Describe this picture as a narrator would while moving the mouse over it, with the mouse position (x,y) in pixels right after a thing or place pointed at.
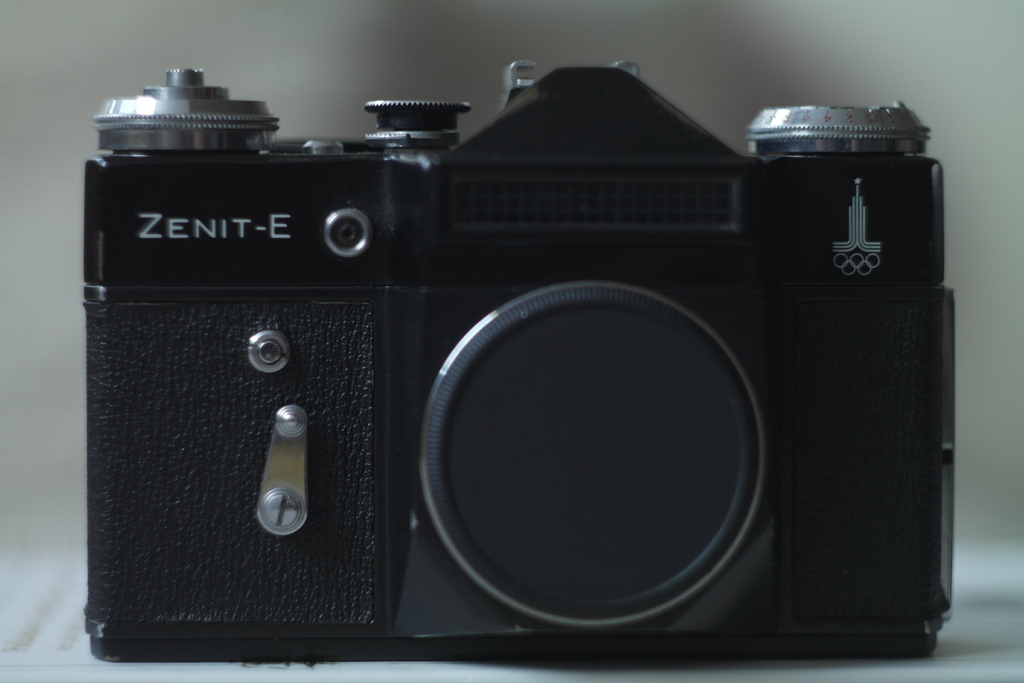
In this image I can see a black color camera (202,518).
